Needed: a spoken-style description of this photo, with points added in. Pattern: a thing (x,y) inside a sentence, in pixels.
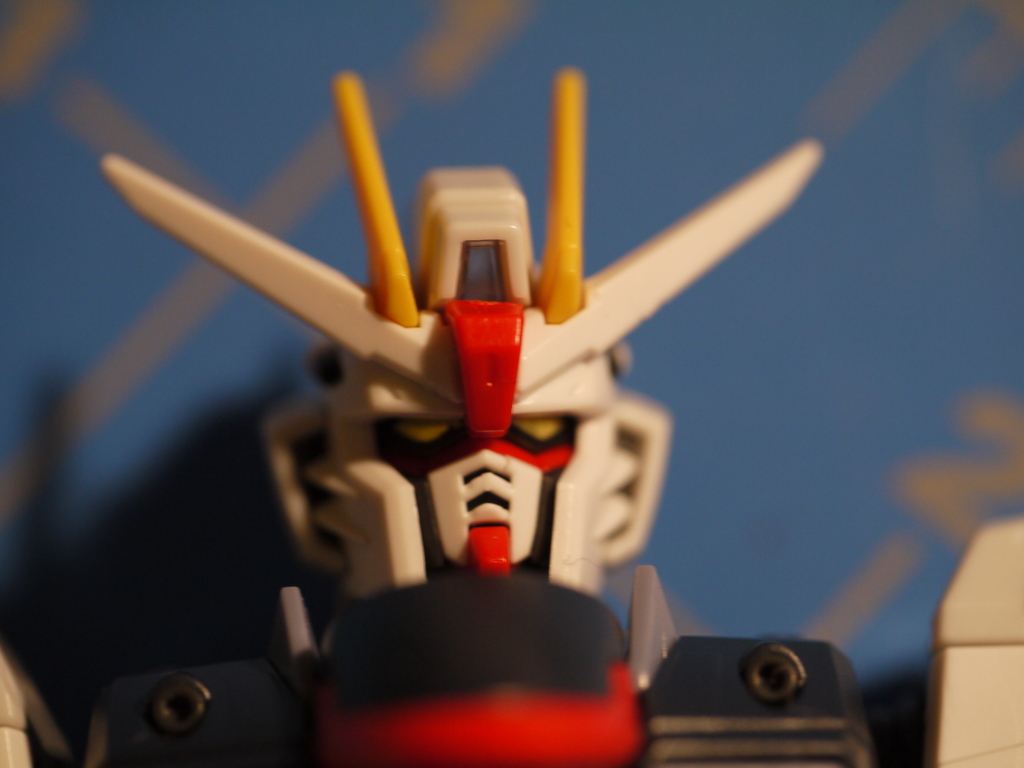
In this image I can see a toy (516,615). The background (521,93) is blurred.
